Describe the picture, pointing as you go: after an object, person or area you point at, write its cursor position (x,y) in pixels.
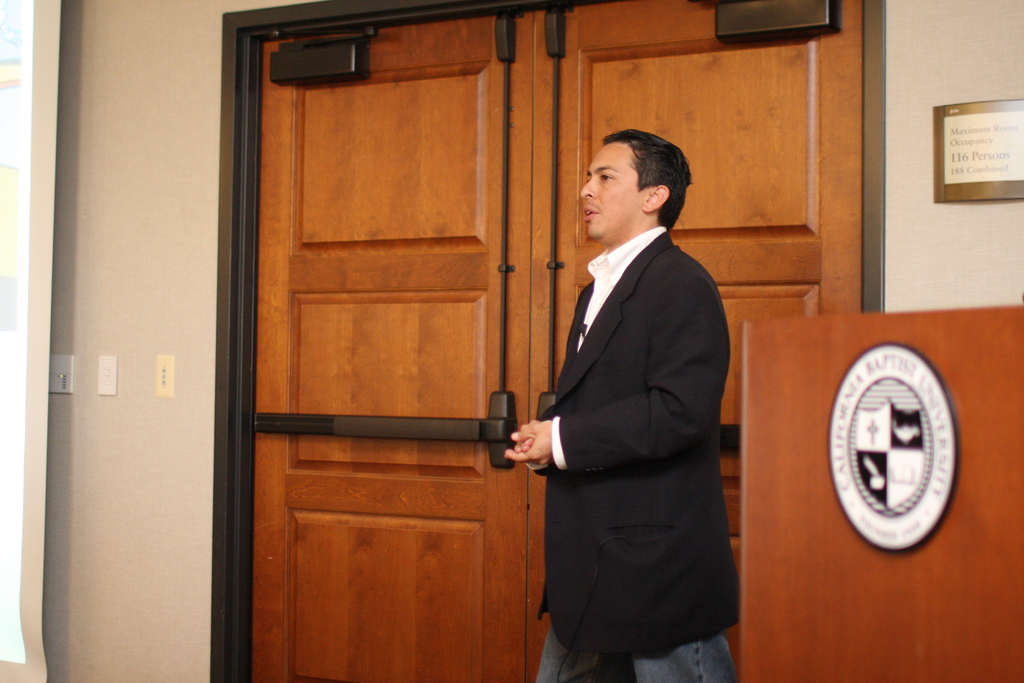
In this picture we can see a man (603,354), he wore a black color suit (614,403), beside to him we can find doors (526,242) and few sockets (115,359) on the wall (165,245).
